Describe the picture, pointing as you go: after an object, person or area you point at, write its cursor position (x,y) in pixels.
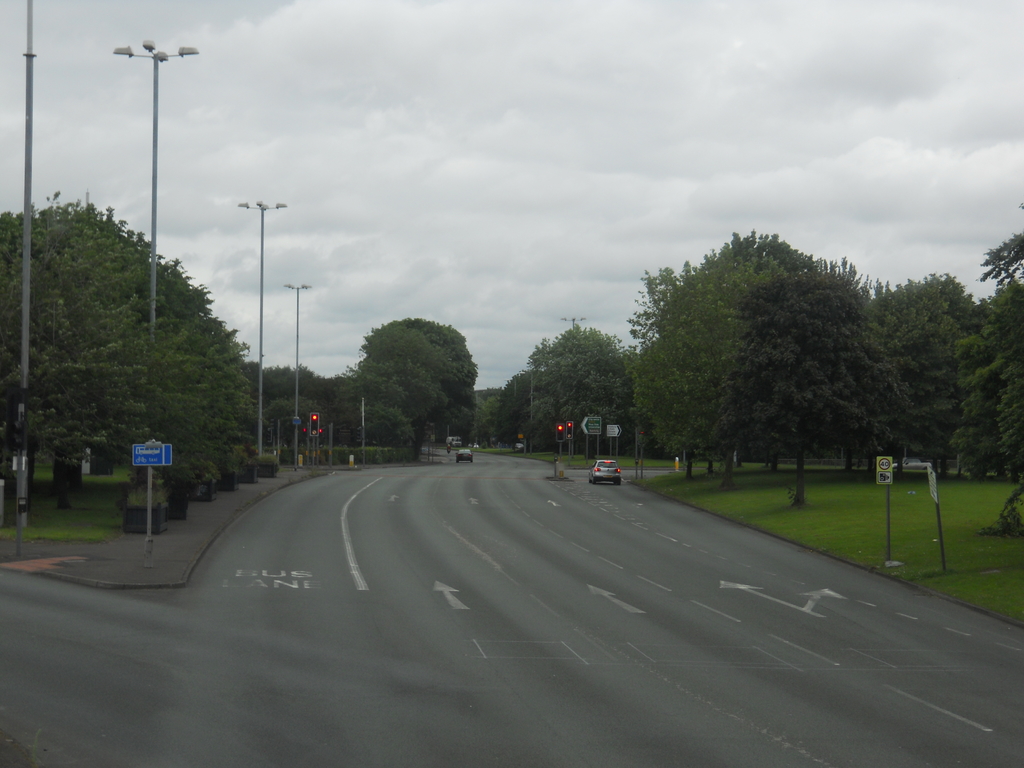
In this picture, we can see the roads (551,560), vehicles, poles (362,454), signal lights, sign boards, we can see the ground (859,491) with grass (832,490), trees (721,303) and the sky (611,239) with clouds (497,201).
